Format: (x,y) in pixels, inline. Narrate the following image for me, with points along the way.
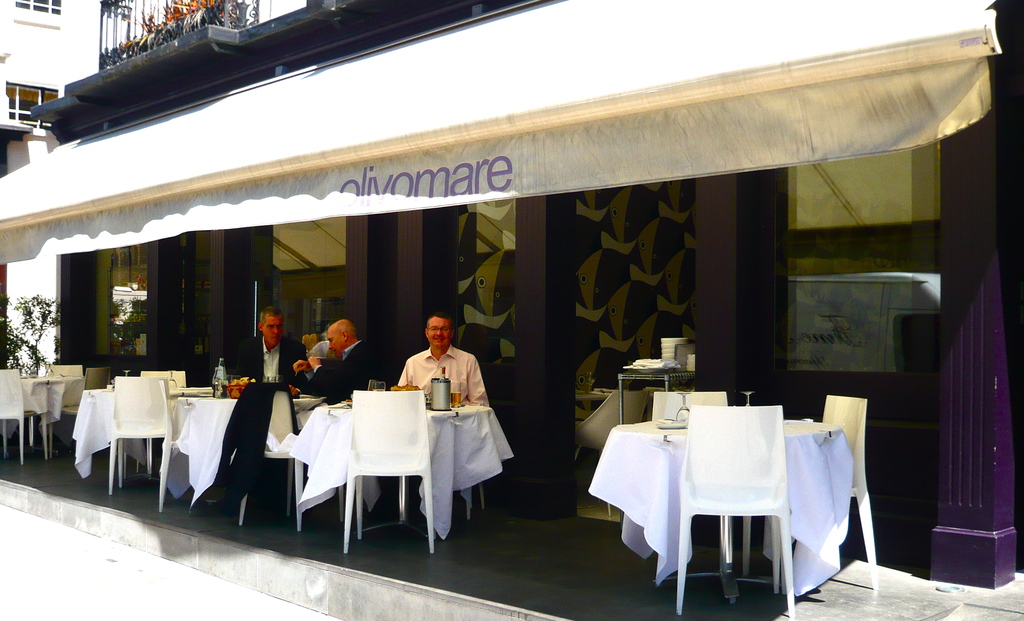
there are tables (808,461) and chairs (185,383) which are white in color. in the center (342,372) 3 people (420,372) are sitting on the table (431,421). behind them there is a building (639,244) on which olivomare is written. at the left (19,364) there is a plant (10,347).
